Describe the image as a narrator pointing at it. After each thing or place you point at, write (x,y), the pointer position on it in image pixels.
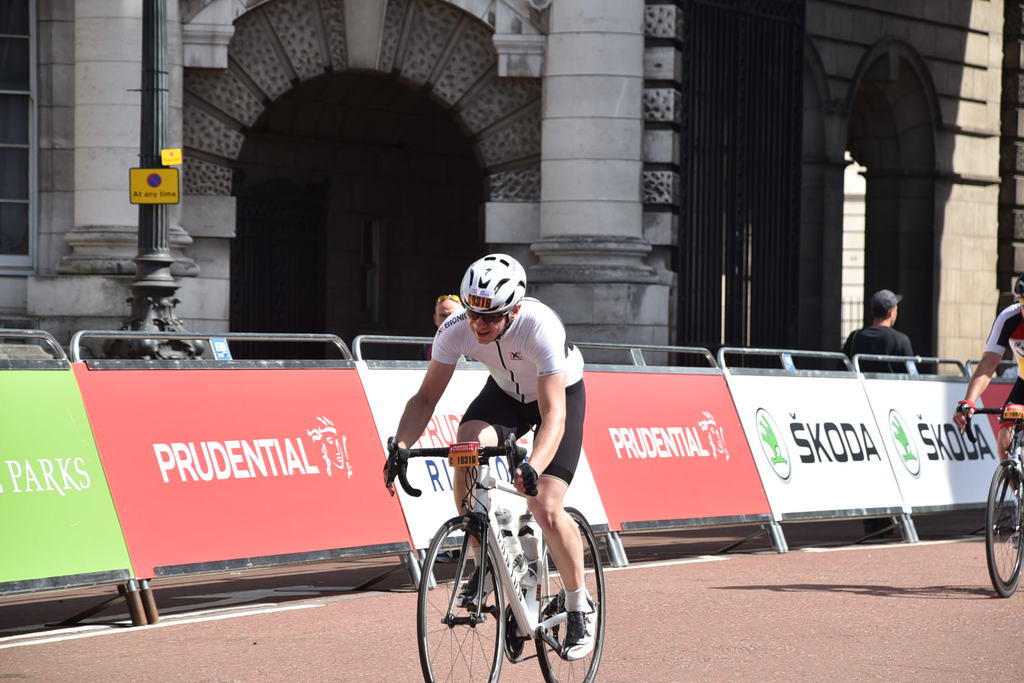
In this picture we can describe about the man (504,359) wearing a white color t-shirt (535,390) and black shorts (560,447) is riding a bicycle (542,541). Behind we can see some pipe railing poster (108,498) with white and red color posters (784,472) on which "Prudential" is written. In the background (76,125) there is a big concrete arch (494,122) and black color pole (154,238).
